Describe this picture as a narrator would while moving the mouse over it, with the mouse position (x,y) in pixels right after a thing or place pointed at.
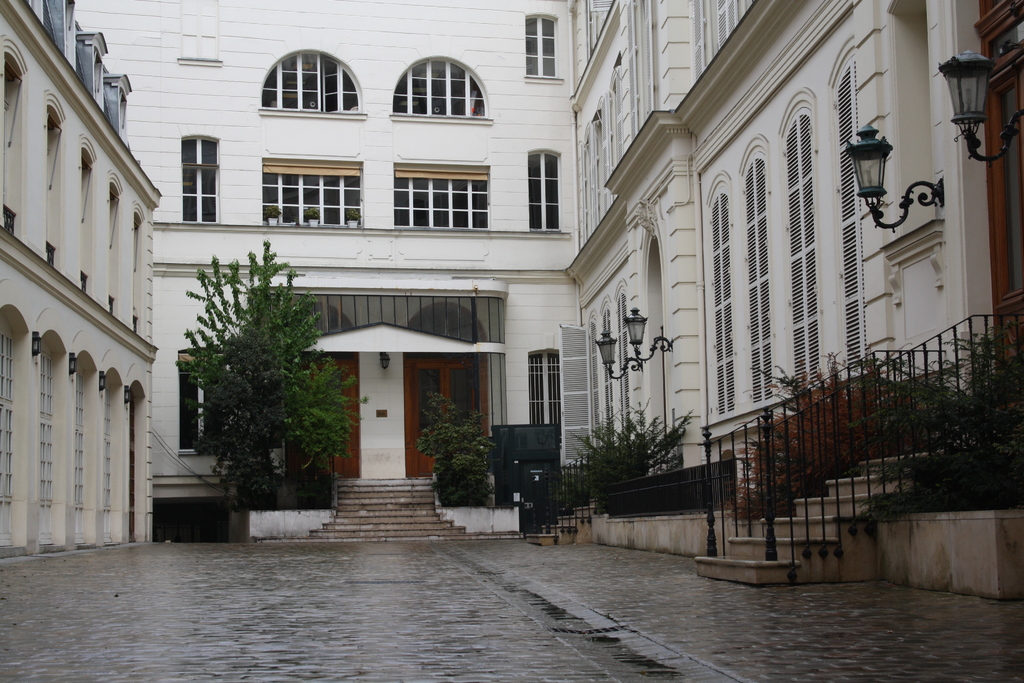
In this image there is a building (431,192) in the middle (376,232). At the bottom (375,555) there is a floor (413,587). There are buildings (741,285) on either side of the floor (339,616). There is a door (445,387) in the middle (460,383) and there are plants (286,368) beside it. On the right side (977,94) there are lamps (858,165) to the wall (782,230).
